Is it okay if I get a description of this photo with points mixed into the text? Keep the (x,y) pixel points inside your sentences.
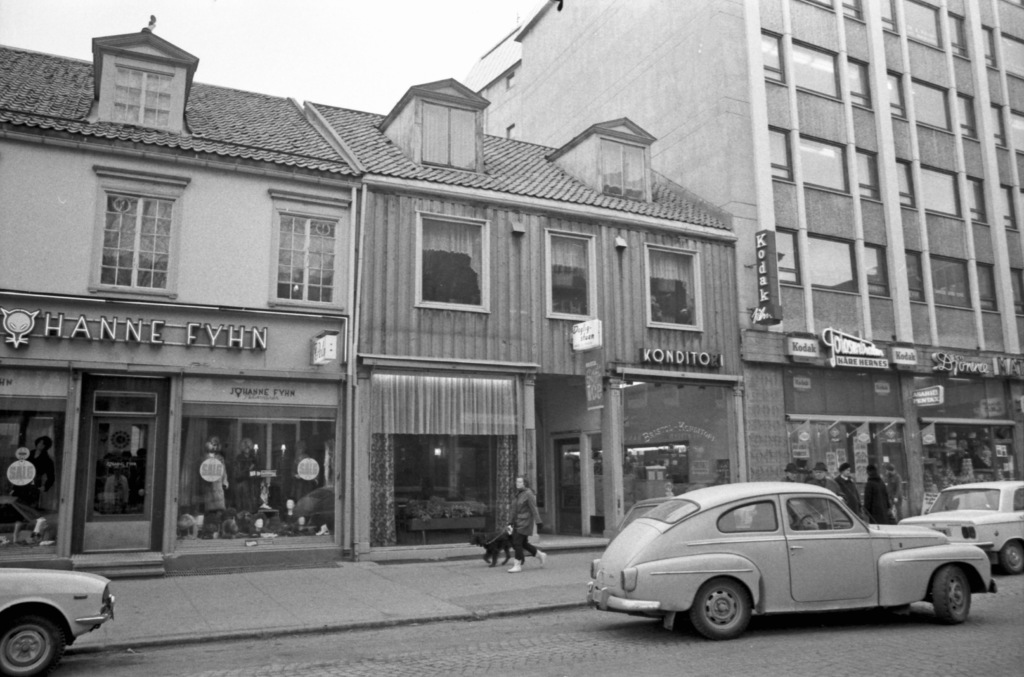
It looks like a black and white picture. We can see some vehicles (76,576) on the road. Behind the vehicles (698,574) there is a group of people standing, a person (514,521) and a dog (494,546) is walking on the walkway (450,585). Behind the people (842,486) there are buildings (692,242) with windows (434,242) and name boards (59,320). Behind the buildings (673,84) there is the sky (323,88).
